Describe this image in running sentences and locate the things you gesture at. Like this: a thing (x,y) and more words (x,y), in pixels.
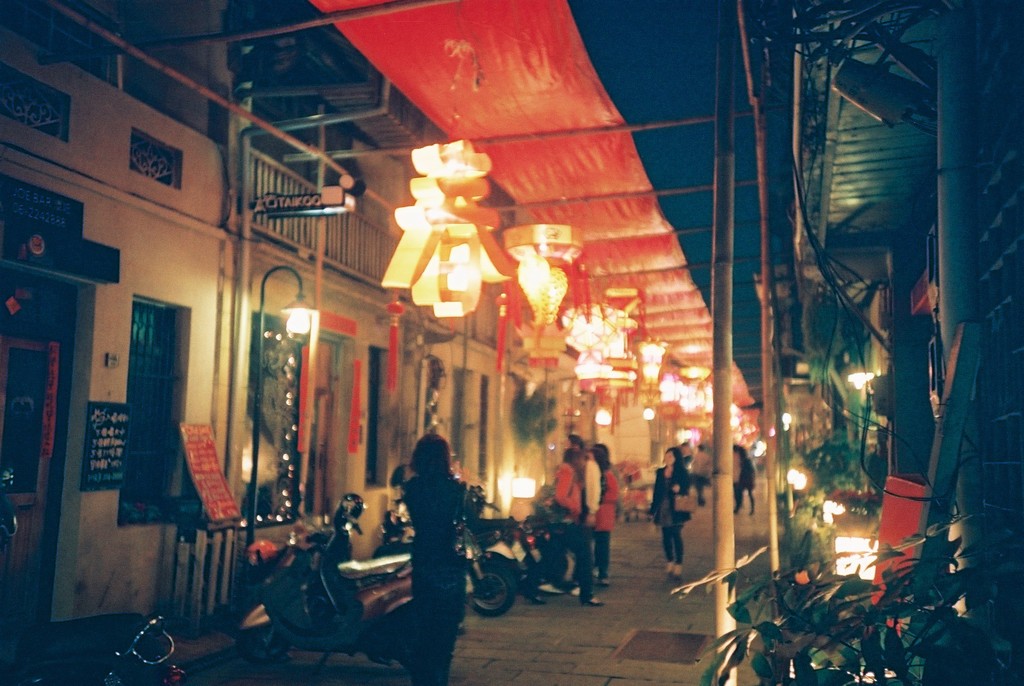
In this image in the center (675,452) there are persons (673,487) standing and walking. On the top (481,189) there are lights (625,338) hanging and there is a tent (564,158) which is red in colour. On the left side (309,337) there are buildings (338,357) and there are poles (260,333) and there is a board (94,457) with some text (203,462) written on it. On the right side (826,448) there are lights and there are plants (821,495) and there are poles (775,419). On the left side (178,680) there are vehicles (383,593).
